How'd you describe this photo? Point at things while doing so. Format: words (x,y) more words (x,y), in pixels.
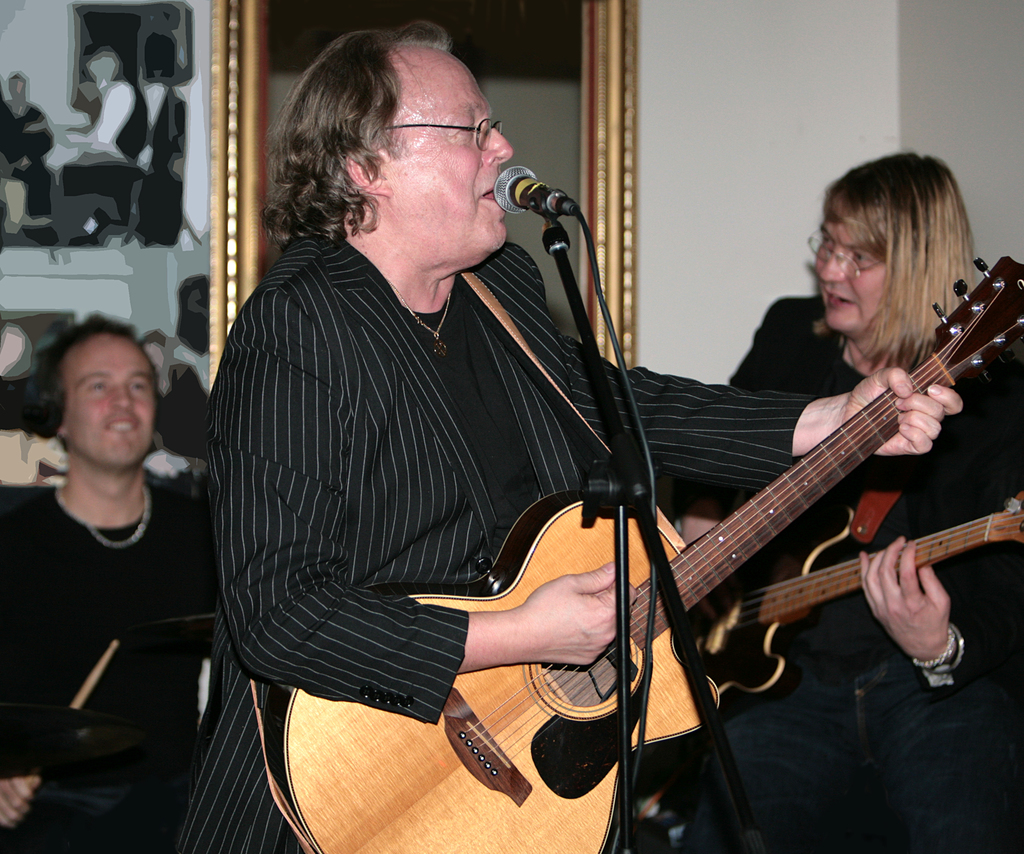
A man (445,90) is playing guitar (684,695) while singing with mic (513,208) in front of him. There is another man (838,341) playing guitar (878,557) beside him. There is man (144,555) playing drums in the background (154,389).
